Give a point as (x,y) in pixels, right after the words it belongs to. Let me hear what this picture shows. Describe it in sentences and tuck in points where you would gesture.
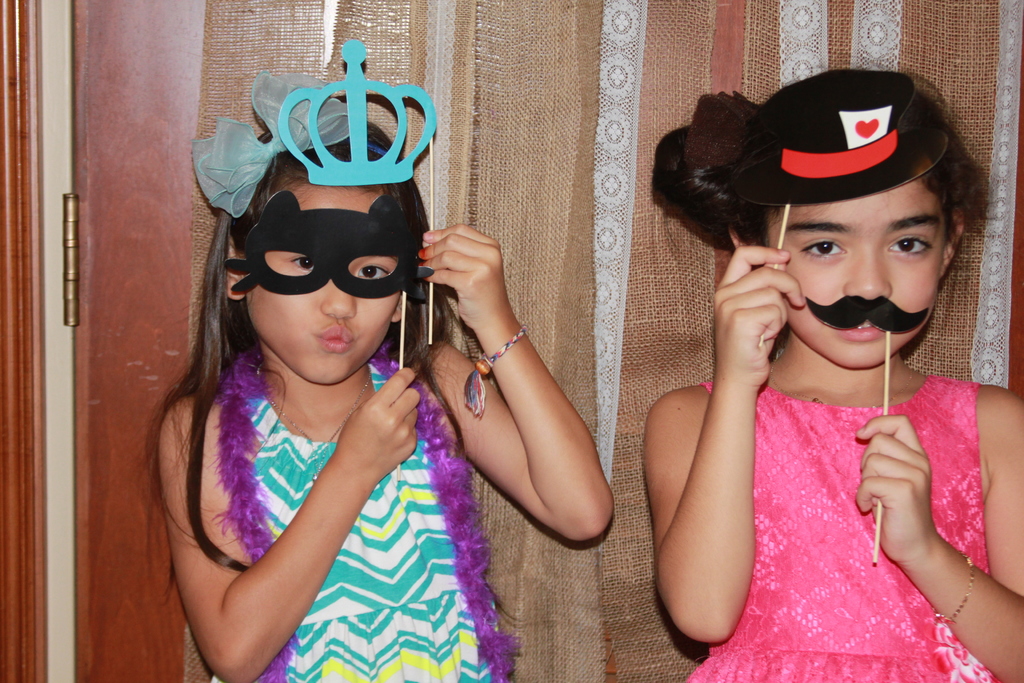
In this image there are two children (562,517). They are wearing masks (824,315). In the background (545,188) there is curtain (541,159).
